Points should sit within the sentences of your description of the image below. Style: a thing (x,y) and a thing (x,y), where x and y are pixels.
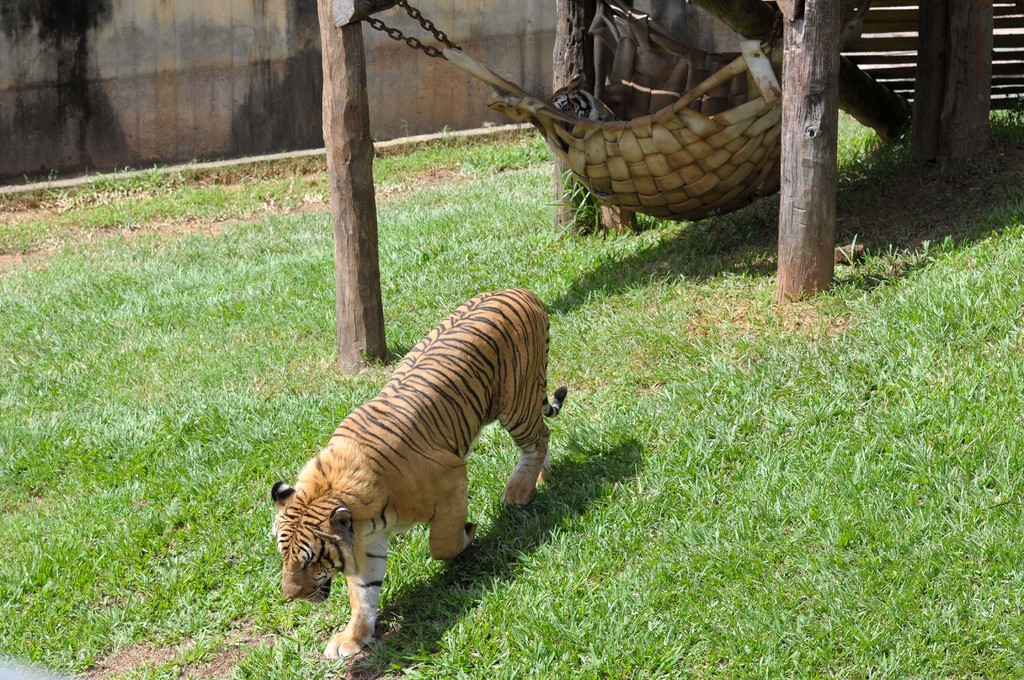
In the picture I can see a tiger (460,511) is walking on the grass (582,480). Here we can see the wooden logs (823,60) to which we can see a wooden cradle (708,202) is tied in which we can see a tiger (581,90) is lying. Here we can see the wooden fence (945,42) and concrete wall (219,141) in the background (303,139).
